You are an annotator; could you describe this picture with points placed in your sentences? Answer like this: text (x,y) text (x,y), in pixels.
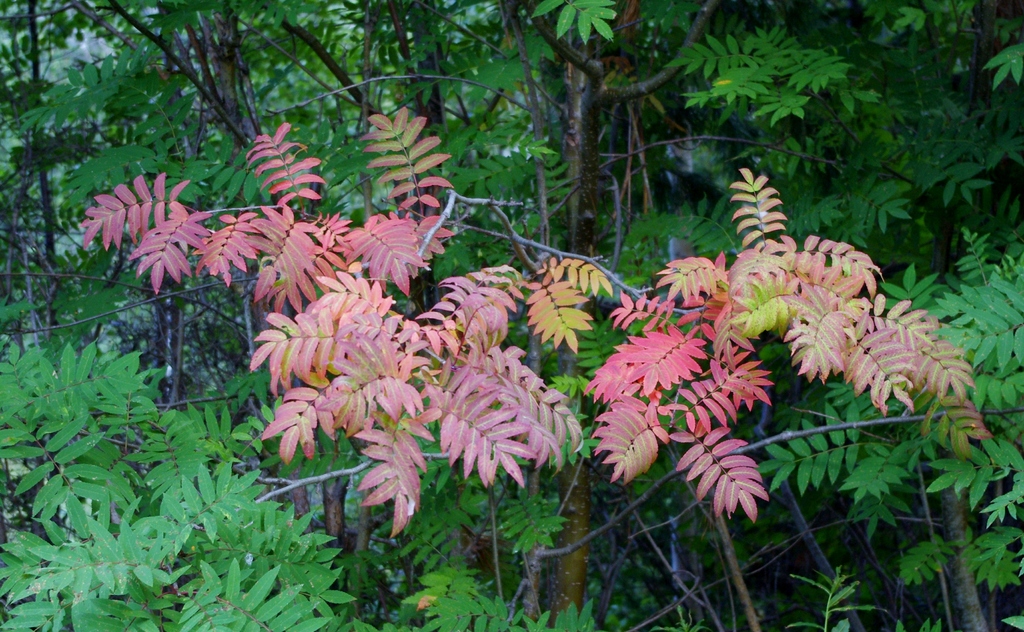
In this picture there are trees (466,313).
